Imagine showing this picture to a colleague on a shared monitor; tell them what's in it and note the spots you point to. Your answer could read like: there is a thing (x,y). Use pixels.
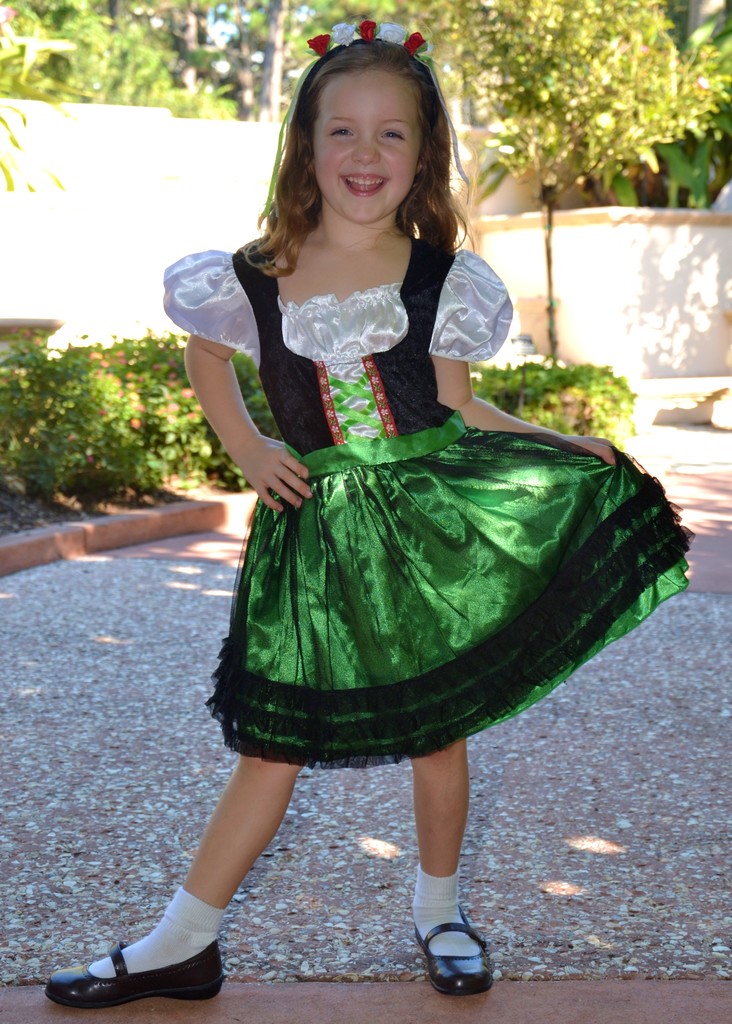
In this image I can see a person (407,454) standing. She is wearing green, black and white dress (440,526) and black shoe (157,990). Background (613,276) I can see trees (583,126) and wall (583,307).
